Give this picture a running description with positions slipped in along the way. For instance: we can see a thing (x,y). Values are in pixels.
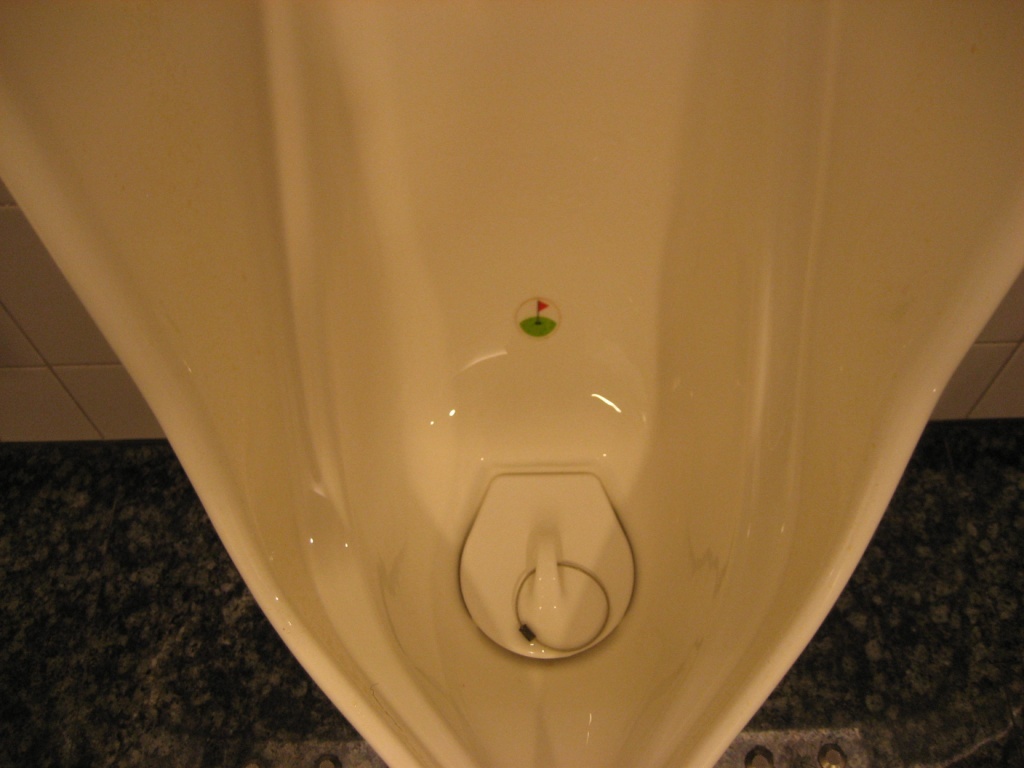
In this image there is a urinal (524,214) in the center (531,367).
